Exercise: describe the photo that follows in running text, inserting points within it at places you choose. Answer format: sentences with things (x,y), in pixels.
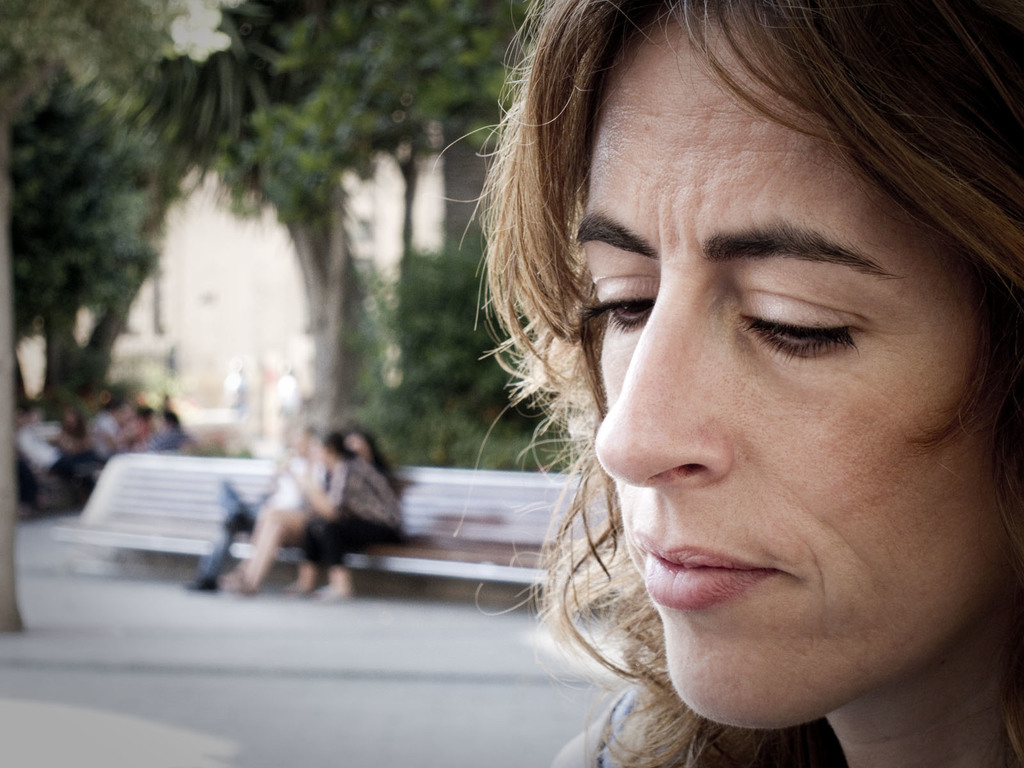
In this picture I can see there is a woman (1016,249) on top right side (935,20) and she is looking at the floor (437,737). There is a bench (386,556) in the backdrop (349,576) and there are few people (365,541) sitting on the bench (417,488) and there are few others (130,443) sitting on to left (40,453), there are plants (64,400) and trees (5,495). The backdrop (398,486) is blurred.
